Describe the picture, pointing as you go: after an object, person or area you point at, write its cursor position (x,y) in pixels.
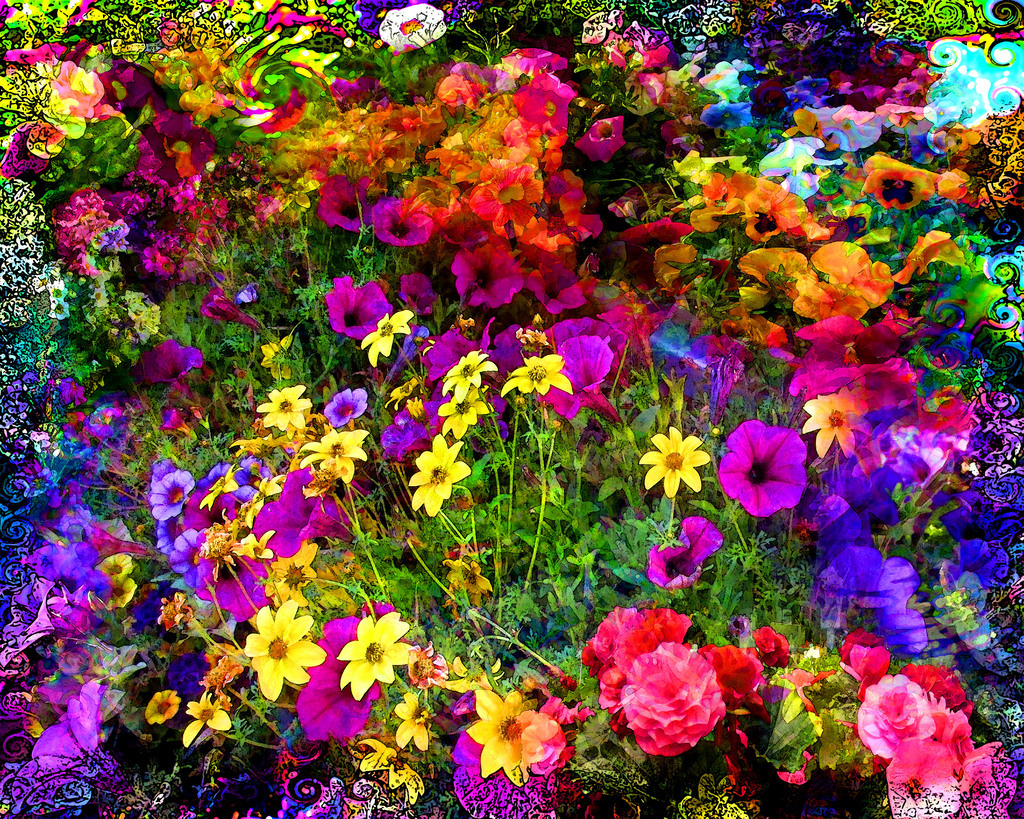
In the picture we can see a group of plants (310,726) with the flowers (200,532) and the flowers (496,738) are red, pink, yellow, violet, blue in color.
